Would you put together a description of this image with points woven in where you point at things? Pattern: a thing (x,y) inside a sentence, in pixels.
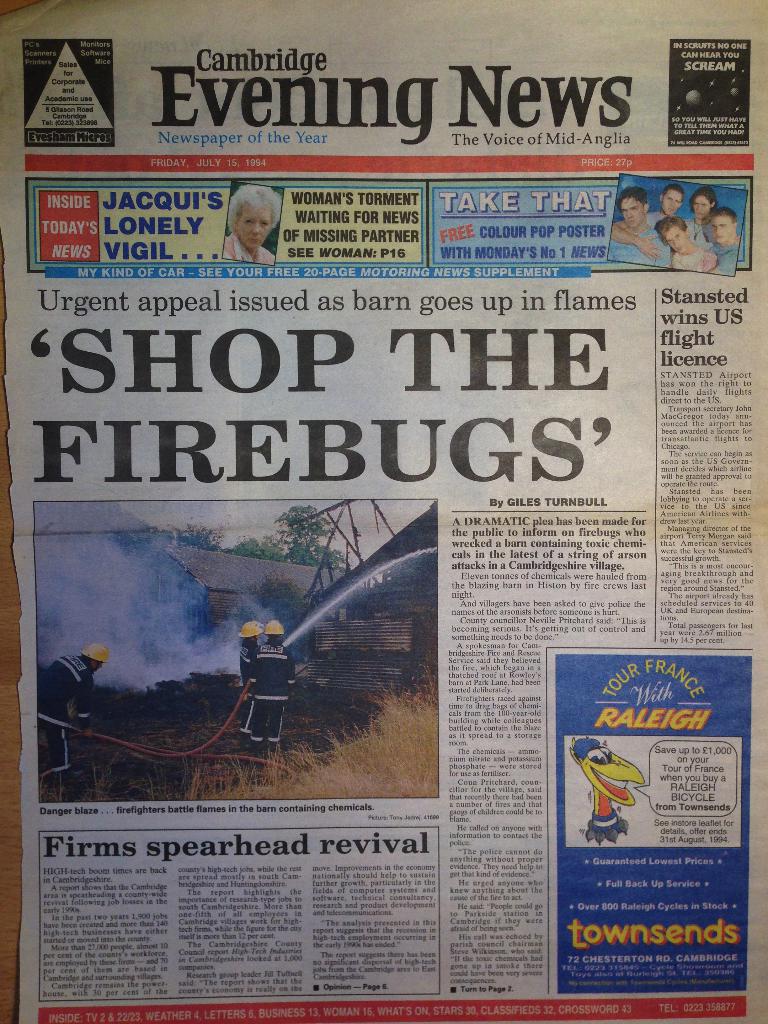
In the picture there is a newspaper front page (206,60). There are many advertisements (29,120) and headlines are mentioned in the newspaper (438,702).
